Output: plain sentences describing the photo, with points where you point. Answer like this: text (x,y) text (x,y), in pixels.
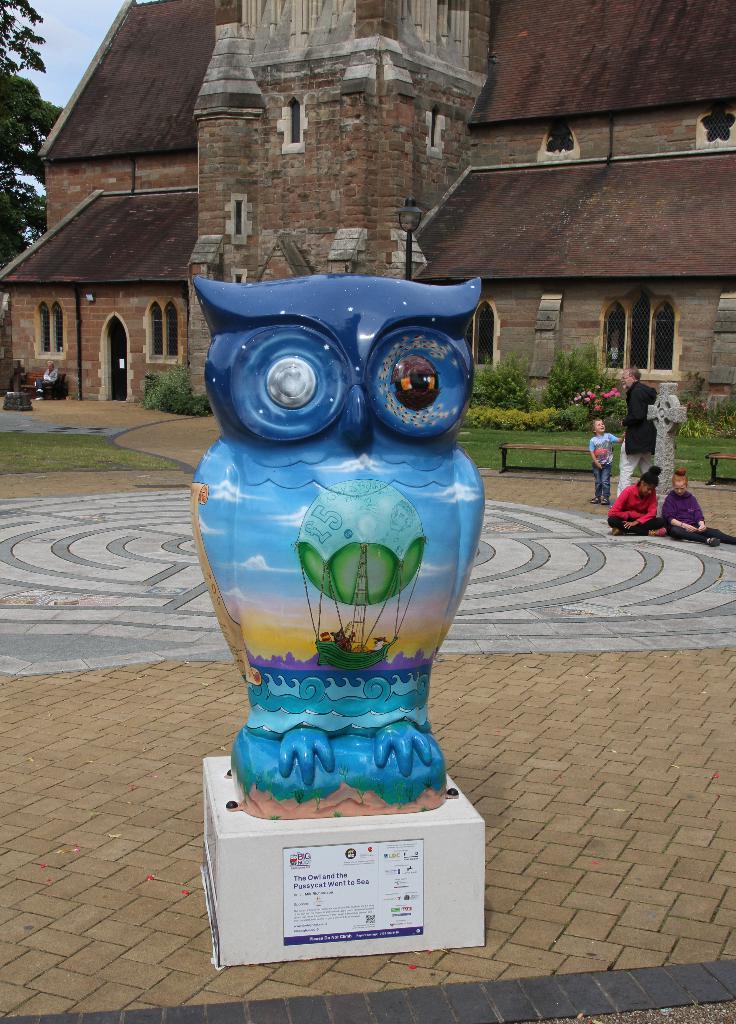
In the foreground of the picture (442,301) there is an owl shaped sculpture (423,605). On the right (633,432) there are people (626,459), benches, plant (506,392), flowers (591,392) and grass (693,471). On the left (5,136) there are tree (5,225), people (49,389), bench (60,379), grass (76,464). In the center of the background (649,171) there is a building (402,82).
